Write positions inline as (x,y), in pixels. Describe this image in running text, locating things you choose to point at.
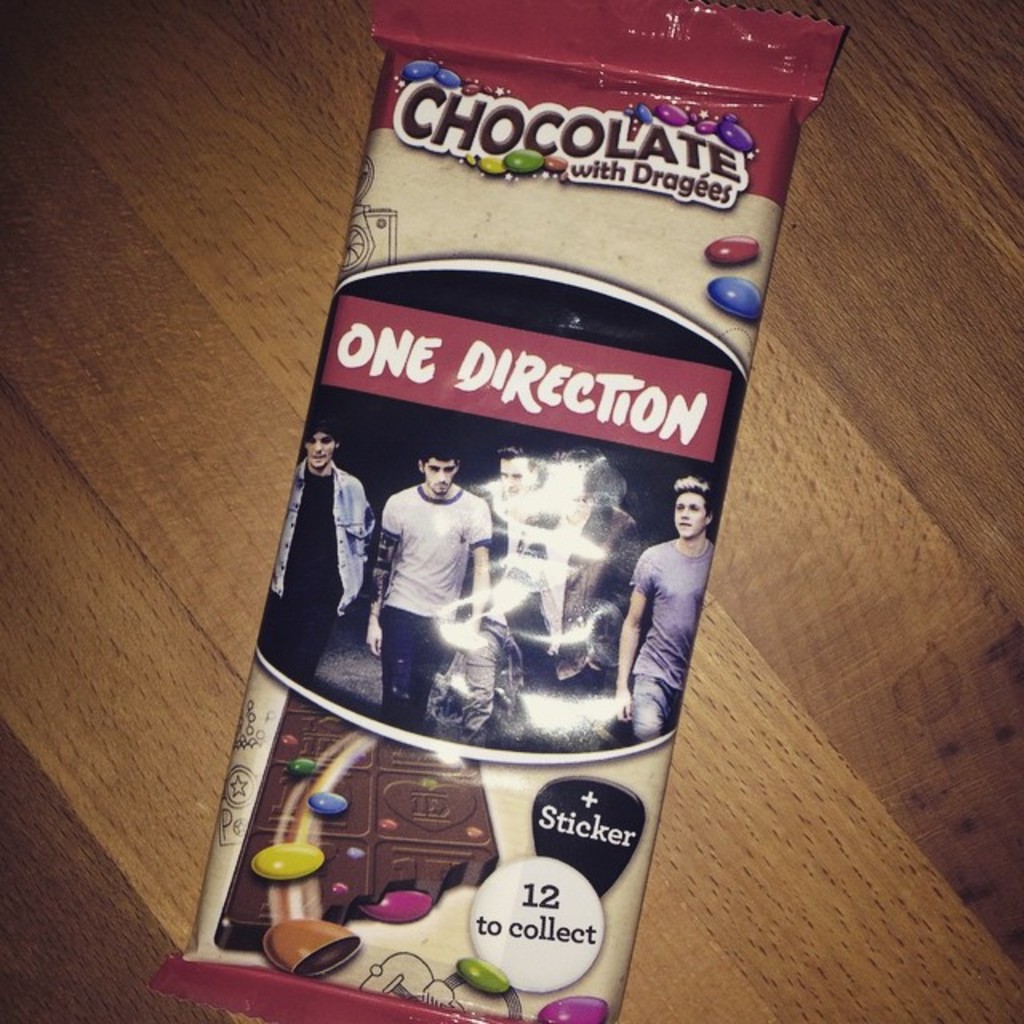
In this image there is a chocolate wrapper (577,407) on top of a table (186,933).
